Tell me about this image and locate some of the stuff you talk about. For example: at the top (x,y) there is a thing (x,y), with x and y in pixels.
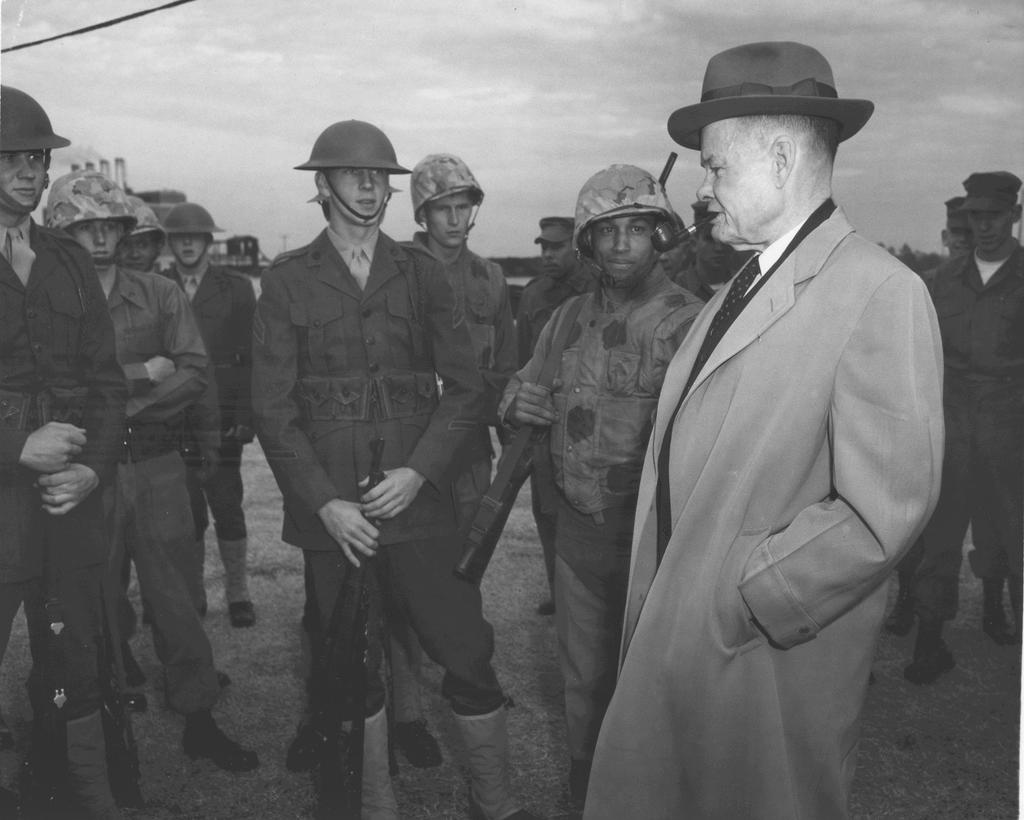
In this image, we can see corps (375,397) standing and holding guns (374,476) and there is a man (791,556) on the right (885,558).
